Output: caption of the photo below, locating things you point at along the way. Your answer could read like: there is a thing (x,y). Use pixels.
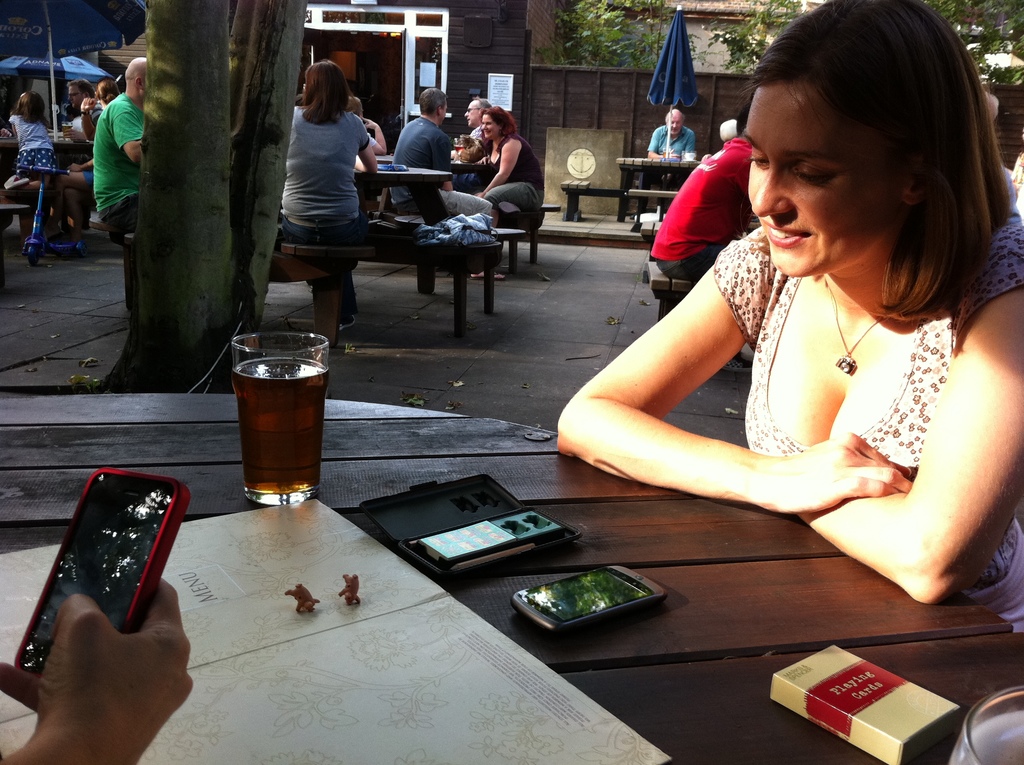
On the right (838,271) we can see one woman (866,380) sitting on the chair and she is smiling. In front (557,604) there is table (337,461), on table (337,461) we can see glass (310,426), phone (562,616), playing cards (867,739) and paper (465,700). On the left (166,558) there is a human hand (152,609) holding phone (167,510). In the background (526,87) we can see trees (600,52), building (521,64), umbrella (677,74) and group of persons (693,149) were sitting on the chair (446,256) around the table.
